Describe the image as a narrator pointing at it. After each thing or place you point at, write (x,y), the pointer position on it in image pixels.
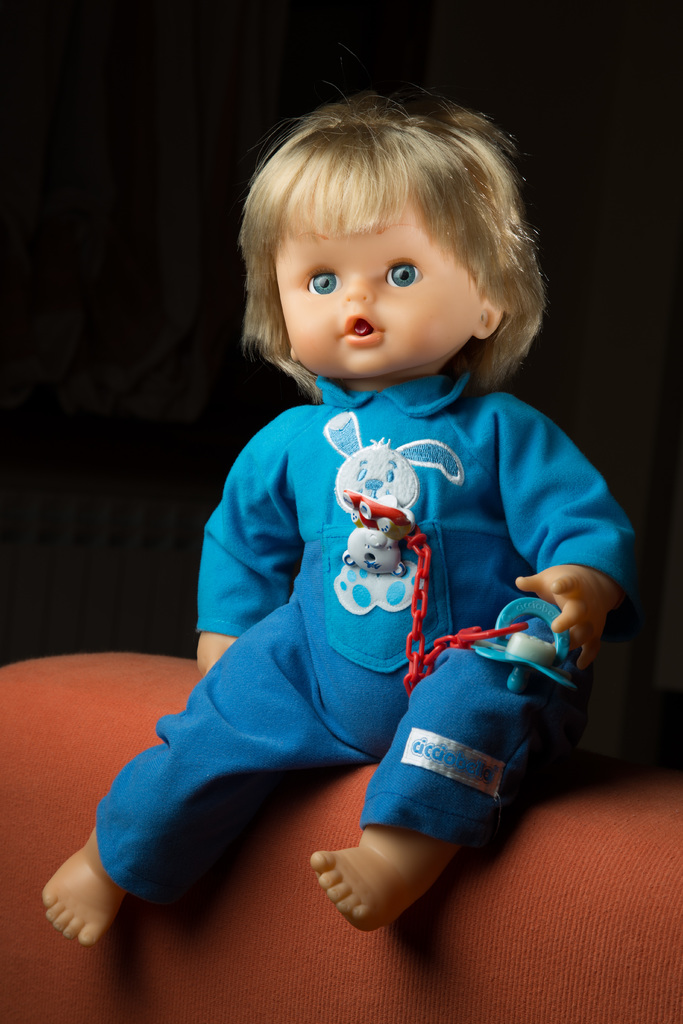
This image consists of a doll (468,573) which is having blue dress (372,660) is sitting on a sofa (311,961). The background (8,489), is too dark.
